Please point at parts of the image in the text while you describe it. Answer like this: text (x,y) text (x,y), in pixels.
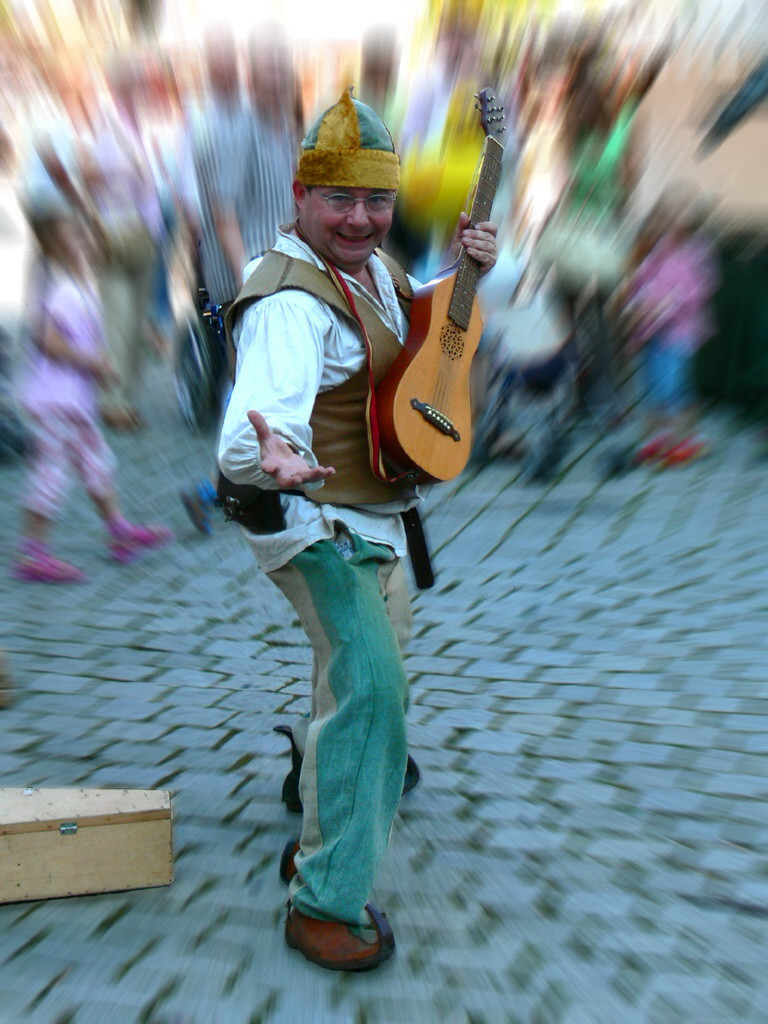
This picture is clicked on the street (293,698) where a man (306,470) is dancing in the center (369,435) and holding a guitar (435,348) in his hand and is having smile on his face (338,241). At the left side (80,836) there is a wooden box (83,845) kept on the floor (86,909).
